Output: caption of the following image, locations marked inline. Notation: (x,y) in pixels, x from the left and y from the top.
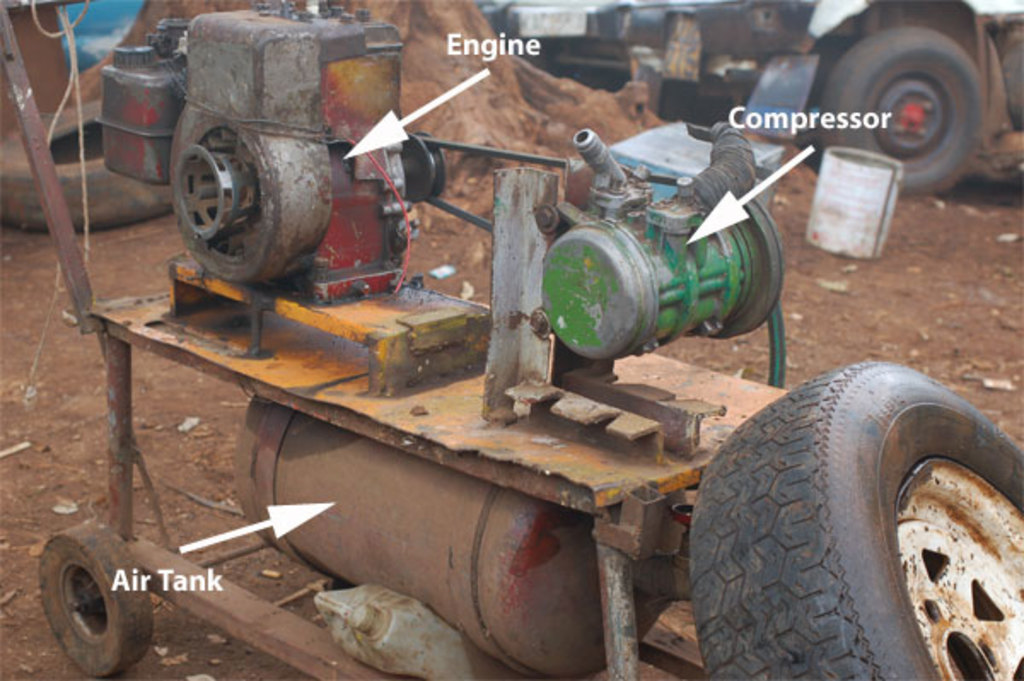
In this image, we can see an engine (154,92). There is a wheel (117,187) in the top left (112,185) and in the bottom right of the image (833,556). There is a vehicle (936,91) and drum (870,193) in the top right of the image (876,215).
